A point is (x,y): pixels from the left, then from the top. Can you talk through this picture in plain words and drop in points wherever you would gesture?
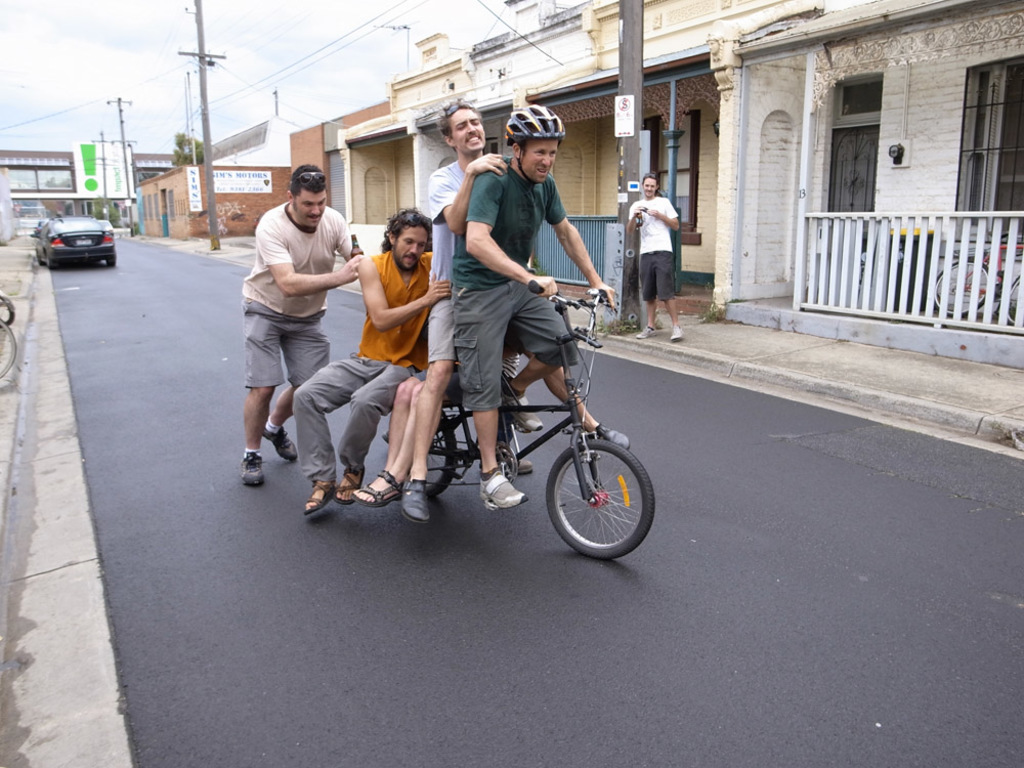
This picture is of outside. In the center (505,261) we can see a man (525,202) wearing green color t-shirt (524,197), helmet (552,136) and riding a bicycle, behind him there is a group of person (413,288) sitting on the bicycle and we can see a man (286,265) seems to be walking. On the right (944,214) we can see a building (894,56) and a pole (624,65). There is a man (664,221) wearing white color t-shirt (662,228) and standing on the sidewalk (687,332). On the left (62,234) there is a car (71,243) which is black in color. In the background (77,50) we can see the sky (116,30), full of clouds (161,20), poles (197,15), buildings (172,229) and cables (355,29).
